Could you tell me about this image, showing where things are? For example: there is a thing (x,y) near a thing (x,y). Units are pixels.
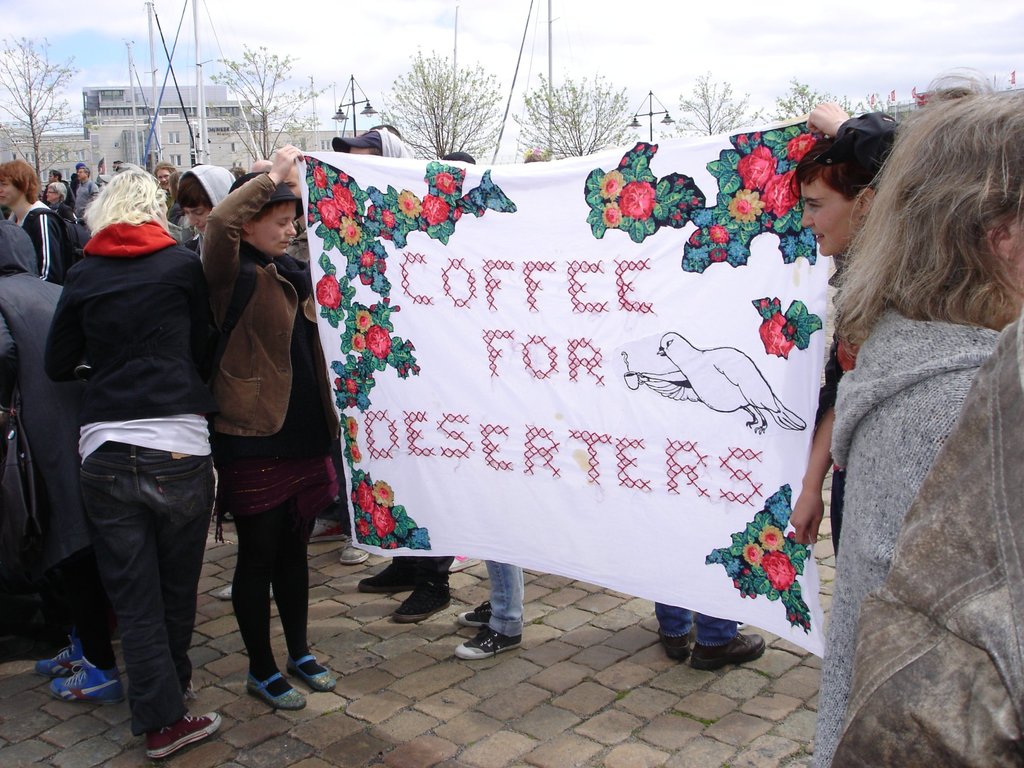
In this image we can see a group of people (352,151) standing on the ground (455,614). In that some are holding a cloth (633,550) having some pictures (344,179) and text (592,271) on it. On the backside (605,59) we can see a group of trees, poles (345,125), the flags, a building (310,146) with windows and the sky (586,63).
